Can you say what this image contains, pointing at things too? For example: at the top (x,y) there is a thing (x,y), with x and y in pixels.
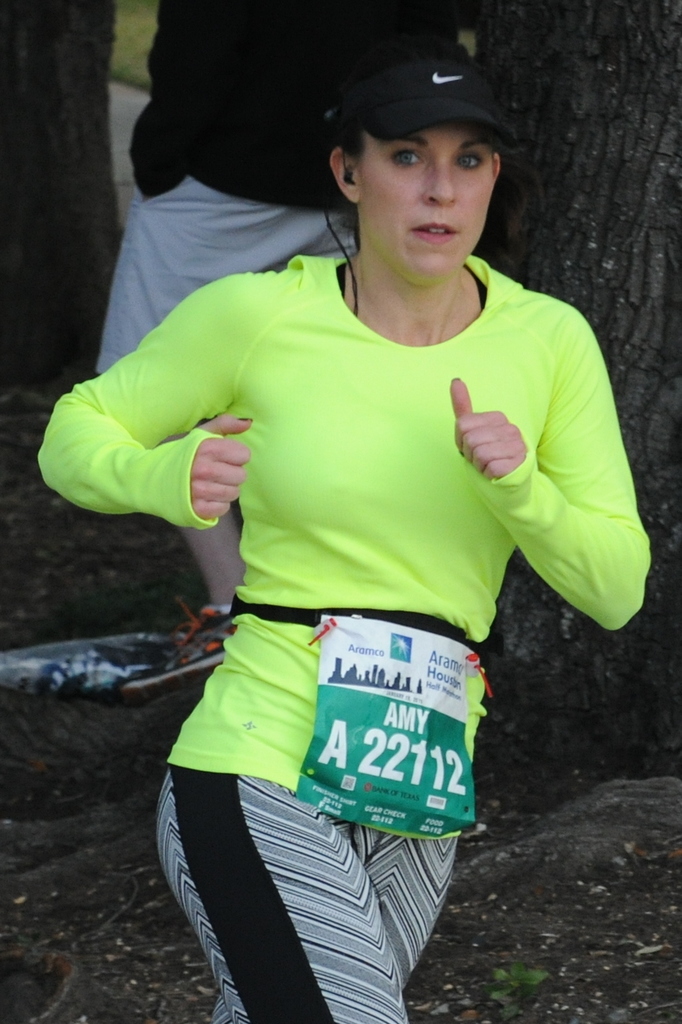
In this picture in the front (444,658) there is a woman (434,537) running and there is a paper (423,736) with some text (398,736) written on it. In the background (273,193) there is a person (240,197) and there are tree trunks (44,143) and there's grass (122,80) on the ground (122,43).
